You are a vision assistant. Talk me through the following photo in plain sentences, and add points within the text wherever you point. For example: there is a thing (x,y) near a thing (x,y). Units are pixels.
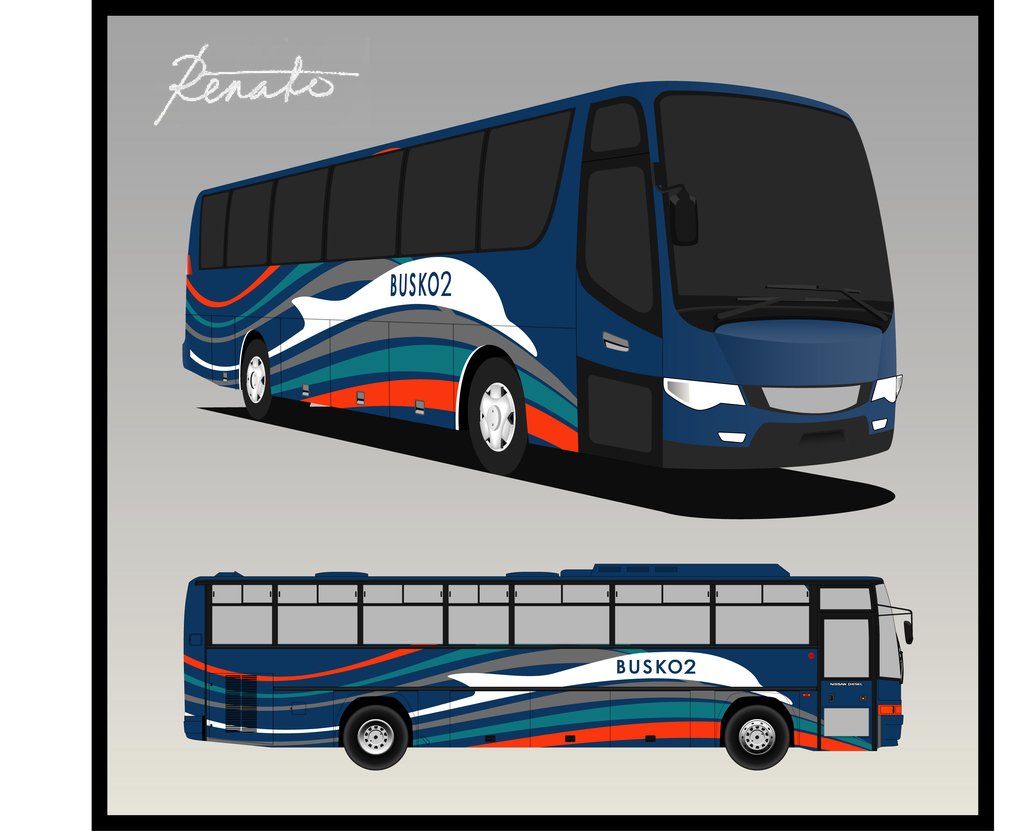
In this image there are animated images of two buses (534,384) one above the other. On the left side (256,89) top there is some text (273,82).
